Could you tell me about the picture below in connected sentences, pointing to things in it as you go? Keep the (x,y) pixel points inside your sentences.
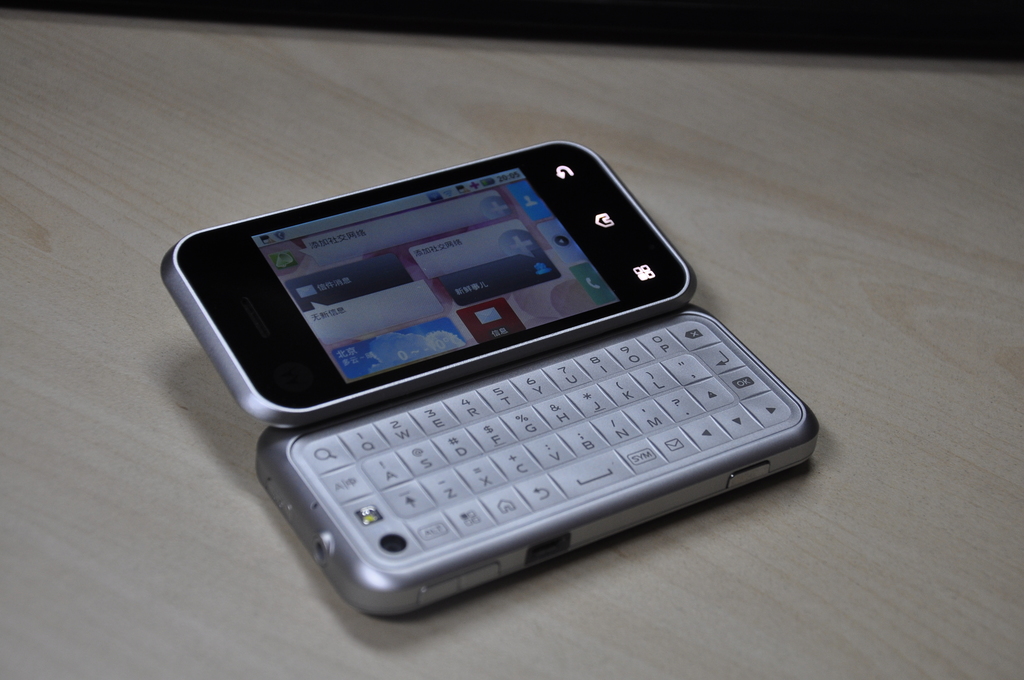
In this image we can see a mobile phone (562,459) with a keypad (578,471) and the screen (493,256) which is placed on the wooden surface (221,602).
